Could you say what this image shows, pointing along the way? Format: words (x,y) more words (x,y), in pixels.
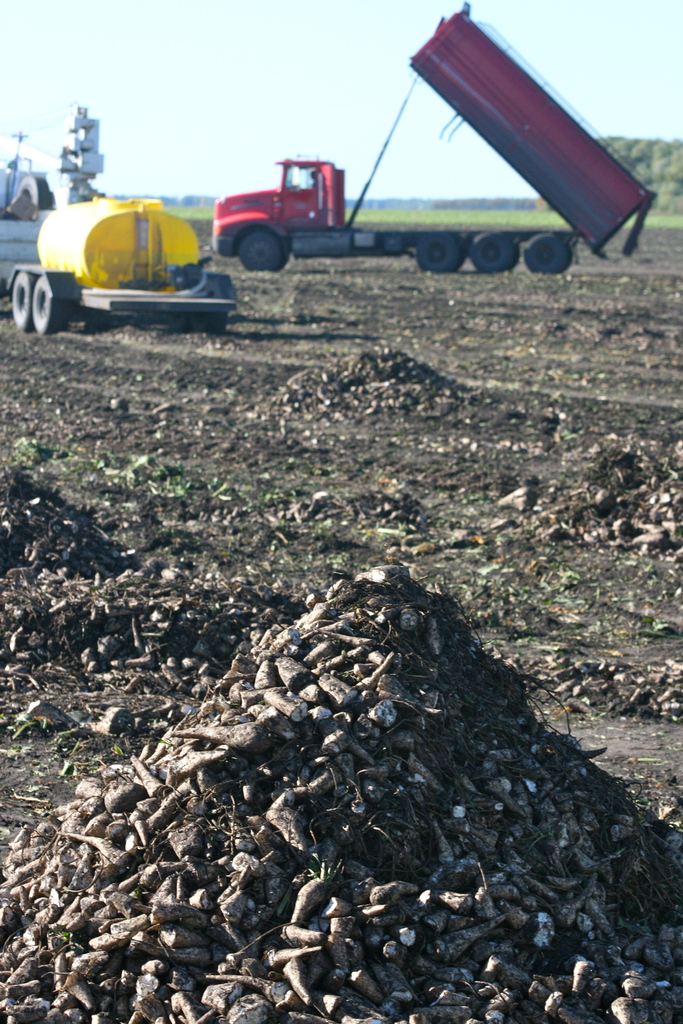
In this image we can see two vehicles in the background (38,170) and there is a ground (93,767).
